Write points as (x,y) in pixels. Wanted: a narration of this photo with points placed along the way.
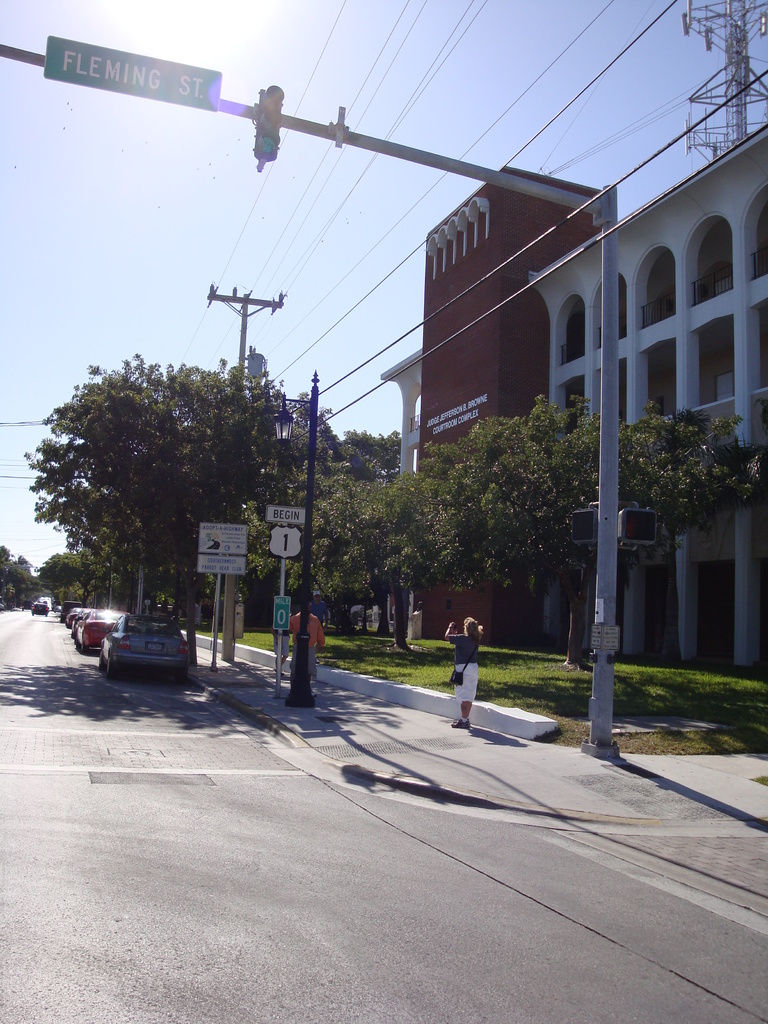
This picture is clicked outside the city. At the bottom of the picture (222,847), we see the road (158,685) and we see the cars (99,628) parked on the road (106,694). Beside that, there are trees (161,601), street light (304,681), electric pole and boards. Beside that, we see two people (482,634) are standing. On the right side (517,662), we see the grass (484,699) and a building (641,354) in white and brown color. Behind that, we see a tower (746,10). We even see traffic signals (547,195) and a board (154,93) in green color with some text (79,56) written on it. There are trees (231,489) in the background (55,575). At the top (245,190), we see the sky (204,163) and the wires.
